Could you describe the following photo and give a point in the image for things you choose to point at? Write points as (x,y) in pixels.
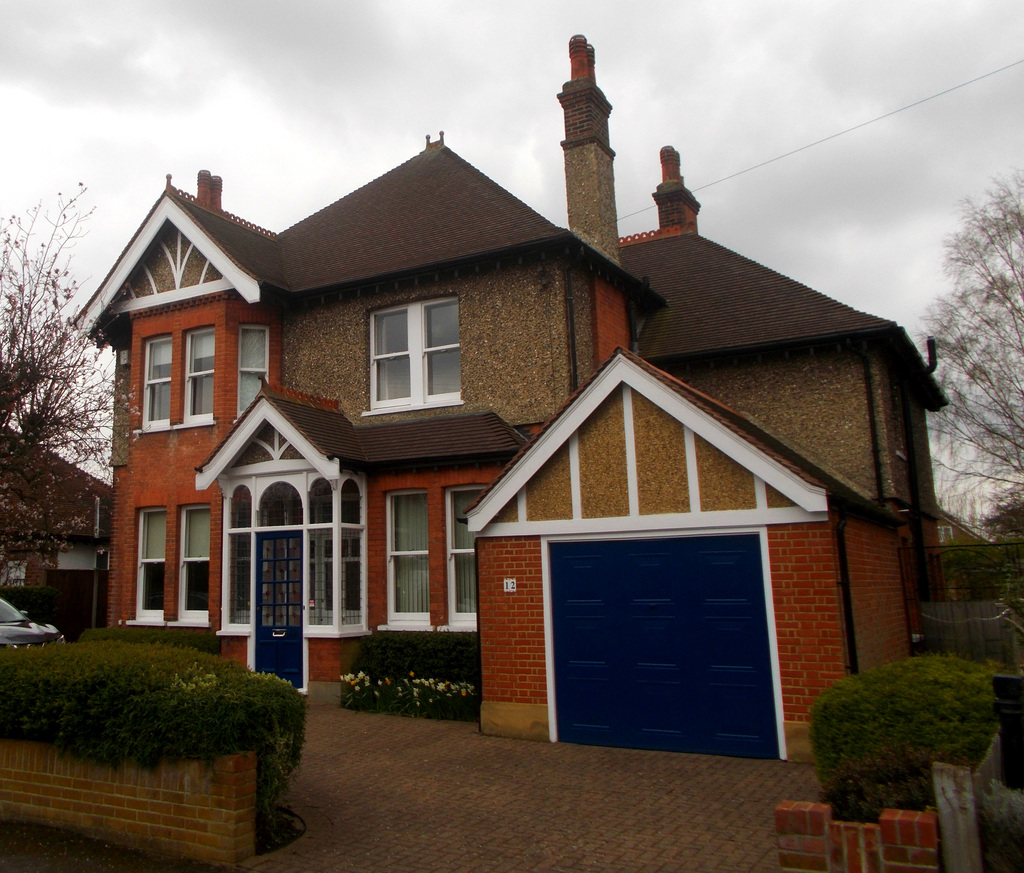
In this image in the center (634,335) there is one house (464,597), and in the background (76,493) there are some houses (76,493), trees (50,493). And on the left side (62,635) there is one car (55,632), and at the bottom of the image (142,800) there is one wall (777,813) and plants (390,710), flowers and a walkway (478,846). And at the top (704,87) there is sky (480,130) and some wire (782,158).
